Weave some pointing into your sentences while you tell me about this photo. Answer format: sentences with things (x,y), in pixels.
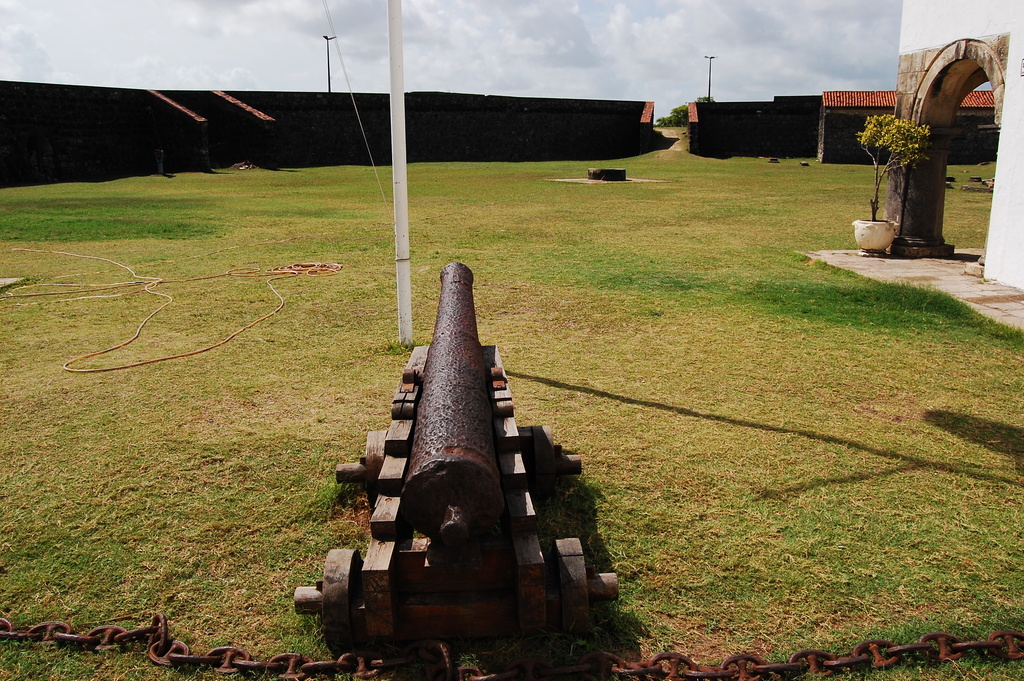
In the image there is a huge metal gun (443,432) in the middle of the grassland (413,285), on the right side (939,112) there is a building (940,177) with a plant (875,212) in front of it and in the back (300,100) there is a fencing wall (640,103) and above its sky (583,44) with clouds (236,48).
